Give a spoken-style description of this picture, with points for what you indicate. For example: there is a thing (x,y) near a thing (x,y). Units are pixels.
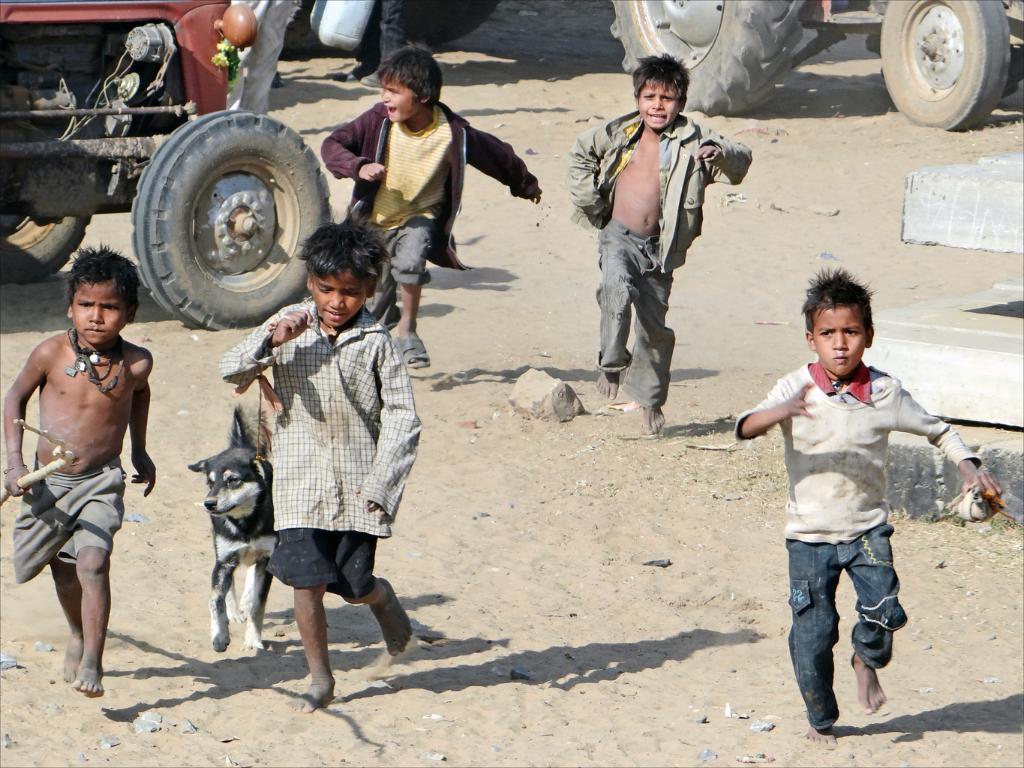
In this picture we can see five boys (82,356) running, dog (237,419), vehicles (151,159), stones (531,407) on the ground (484,518) and some objects (908,383).
